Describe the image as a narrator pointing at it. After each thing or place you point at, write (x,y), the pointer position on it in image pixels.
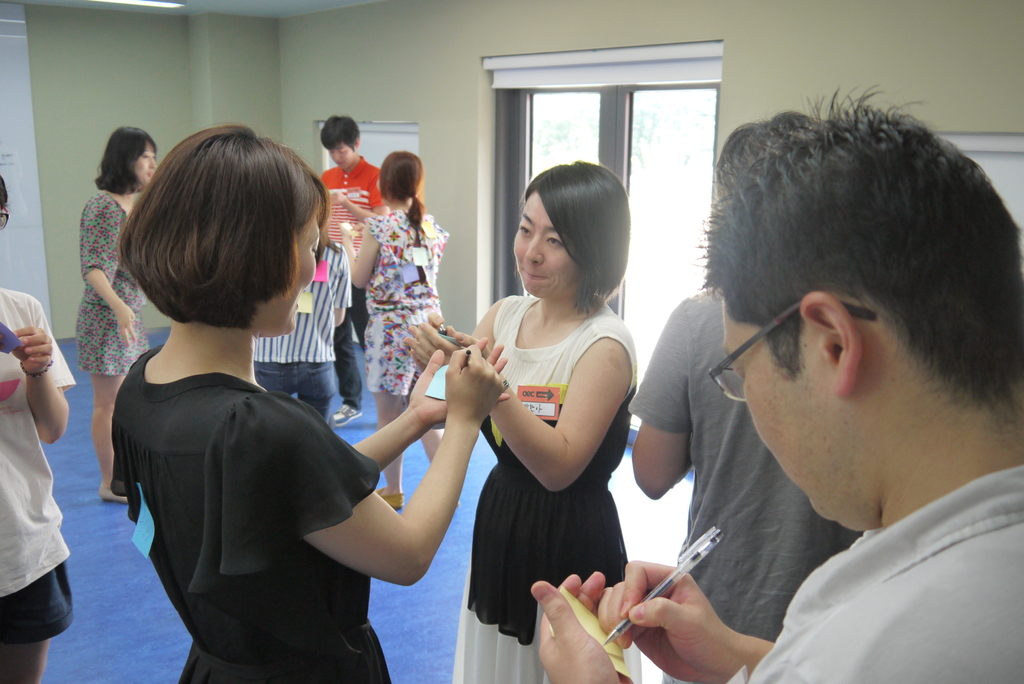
In the center of the image (424,287) we can see people (844,490) standing and writing on the sticky notes (595,623). In the background (441,189) there is a door (565,134) and a wall (336,71).
